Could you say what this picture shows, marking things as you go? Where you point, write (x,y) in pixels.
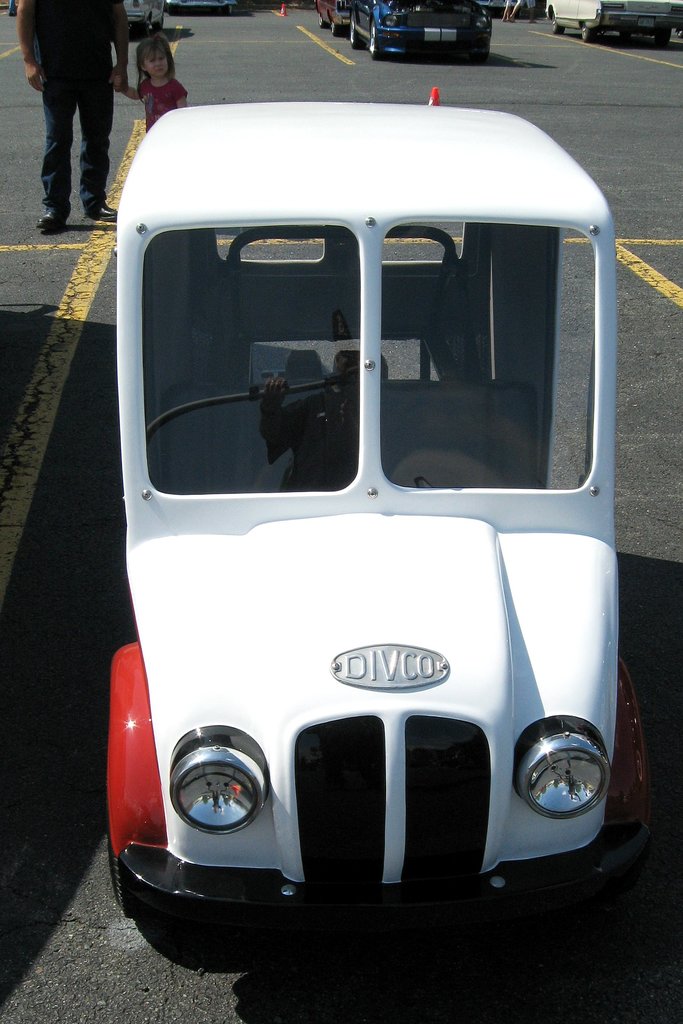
In this image there is a road (22,214) at the bottom (68,729). There are people (22,33) and vehicles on the left corner (51,7). There is a vehicle (321,586) in the foreground (362,488). There are vehicles (675,15) on the right corner (660,32). There is a road (239,71) and there are vehicles (625,5) in the background (307,60).
